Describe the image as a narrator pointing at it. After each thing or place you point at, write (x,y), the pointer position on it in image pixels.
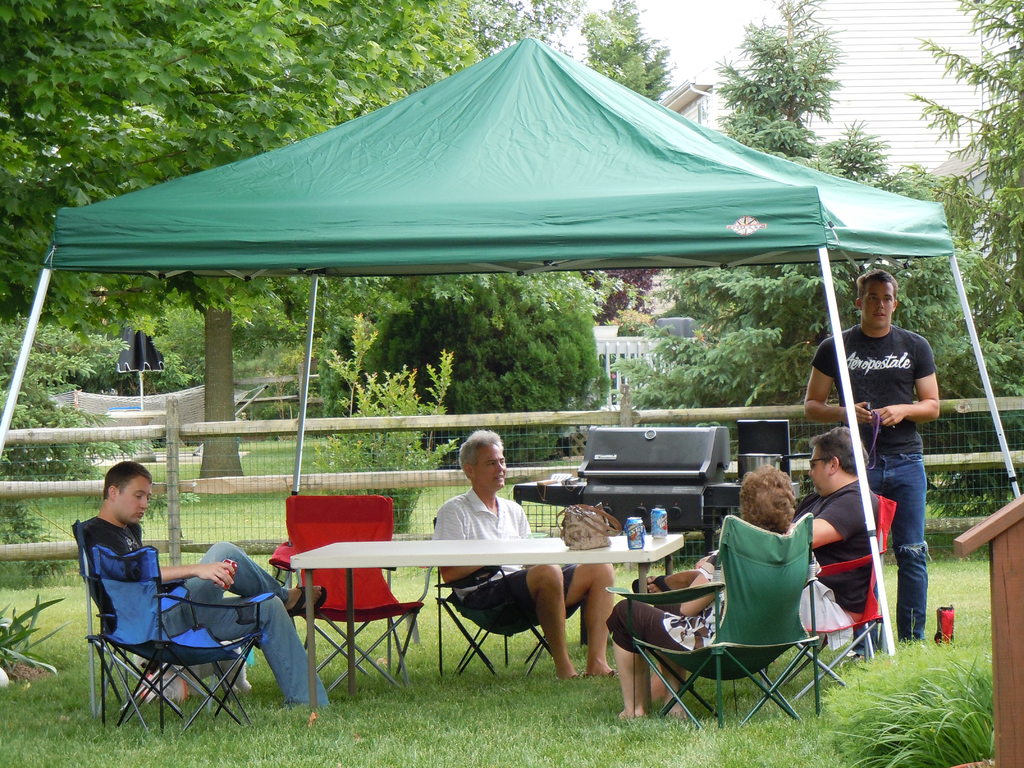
In this image I can see few people (456,519) where one man (856,403) is standing and rest all are sitting on chairs (389,530). I can also see a table (406,548) and on this table (619,548) I can see a bag (610,527) and few cans (655,519). In the background (695,392) I can see trees (487,332), a building (823,136) and a tent (462,245).
